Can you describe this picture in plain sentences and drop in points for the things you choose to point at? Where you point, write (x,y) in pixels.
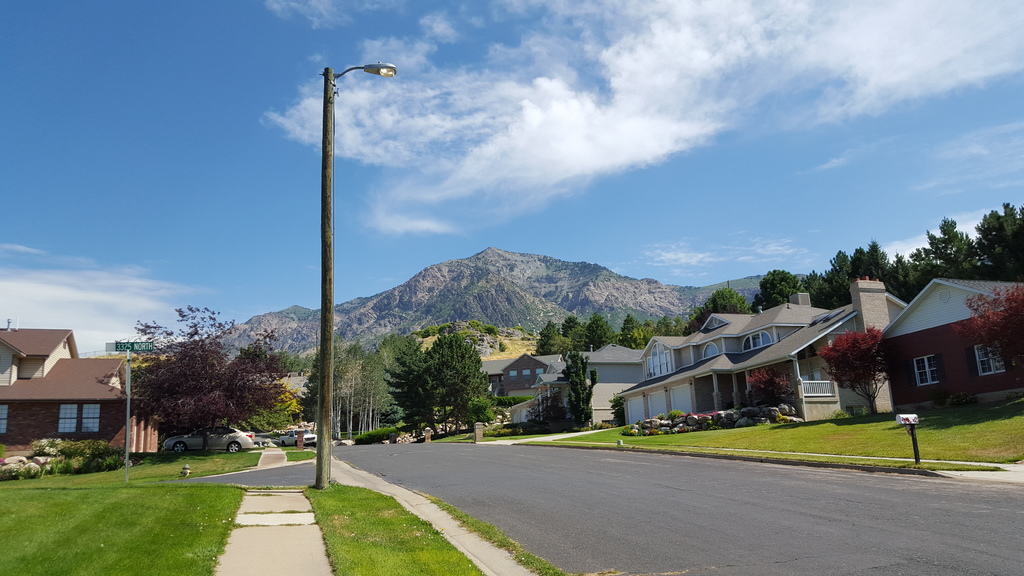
In the middle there is a pole (326,433) and there is a road (691,550), on the right side (1005,321) there are houses (539,379) and trees (422,362), at the long back there is the hill (523,278). At the top (646,171) it is the sky (668,163).
